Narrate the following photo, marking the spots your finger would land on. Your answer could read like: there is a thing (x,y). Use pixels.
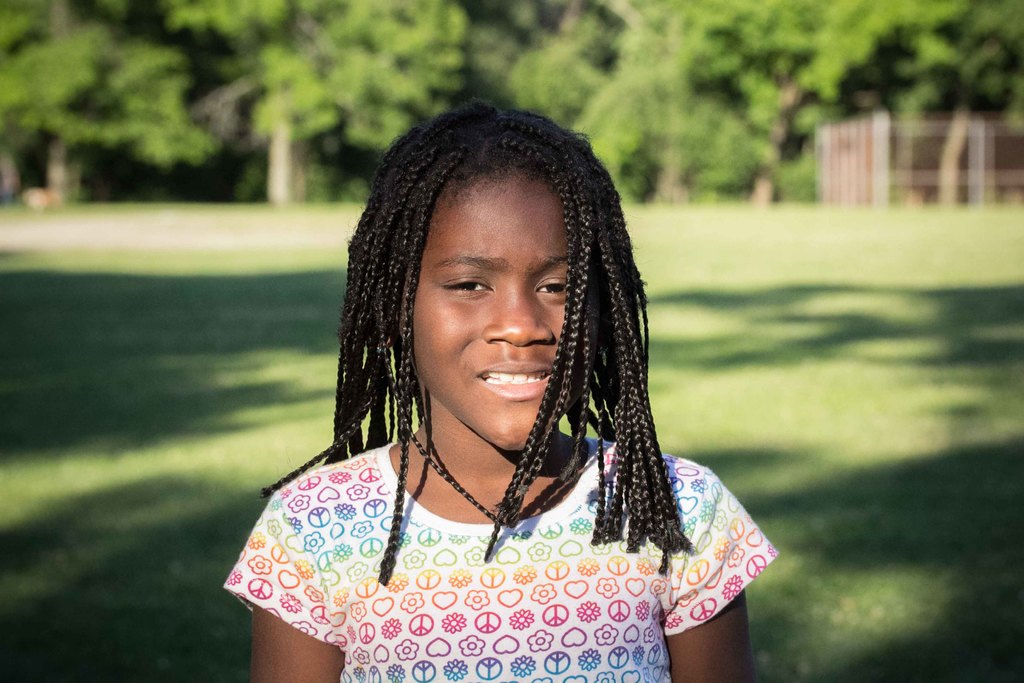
In this image we can see a girl (514,591) standing on the grass field (825,437). In the background (181,34), we can see a group of trees (827,117) and some poles (977,178).
